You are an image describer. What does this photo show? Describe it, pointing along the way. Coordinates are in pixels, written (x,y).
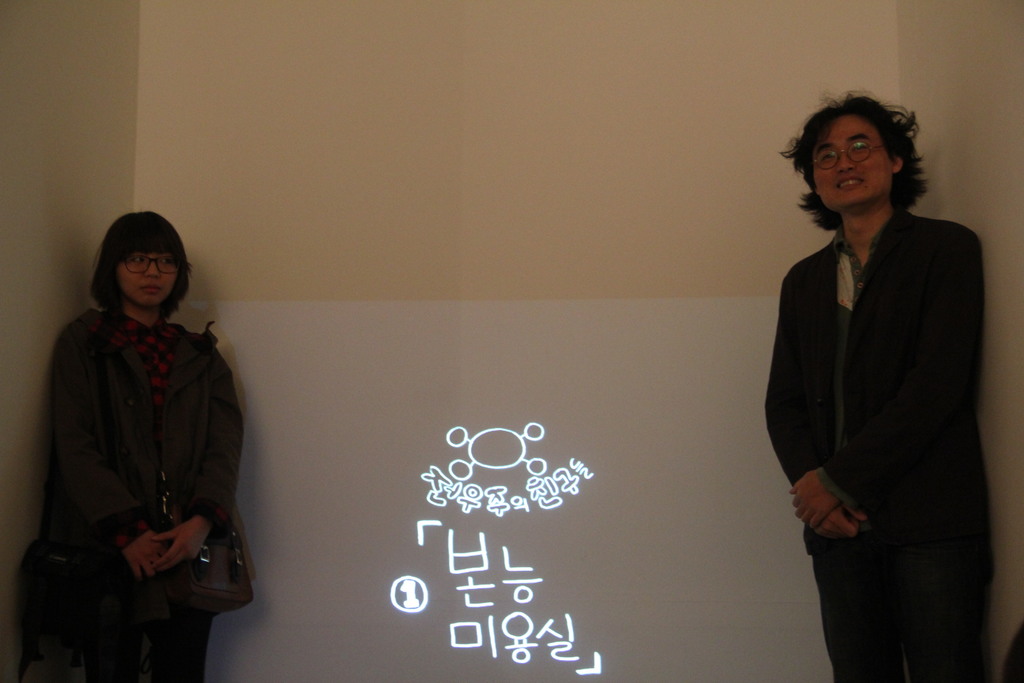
In this image I see a woman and a man (847,338) who are standing and I see that this man (868,215) is smiling and I see the wall (484,72) which is of cream and white in color and I see something is written over here.
